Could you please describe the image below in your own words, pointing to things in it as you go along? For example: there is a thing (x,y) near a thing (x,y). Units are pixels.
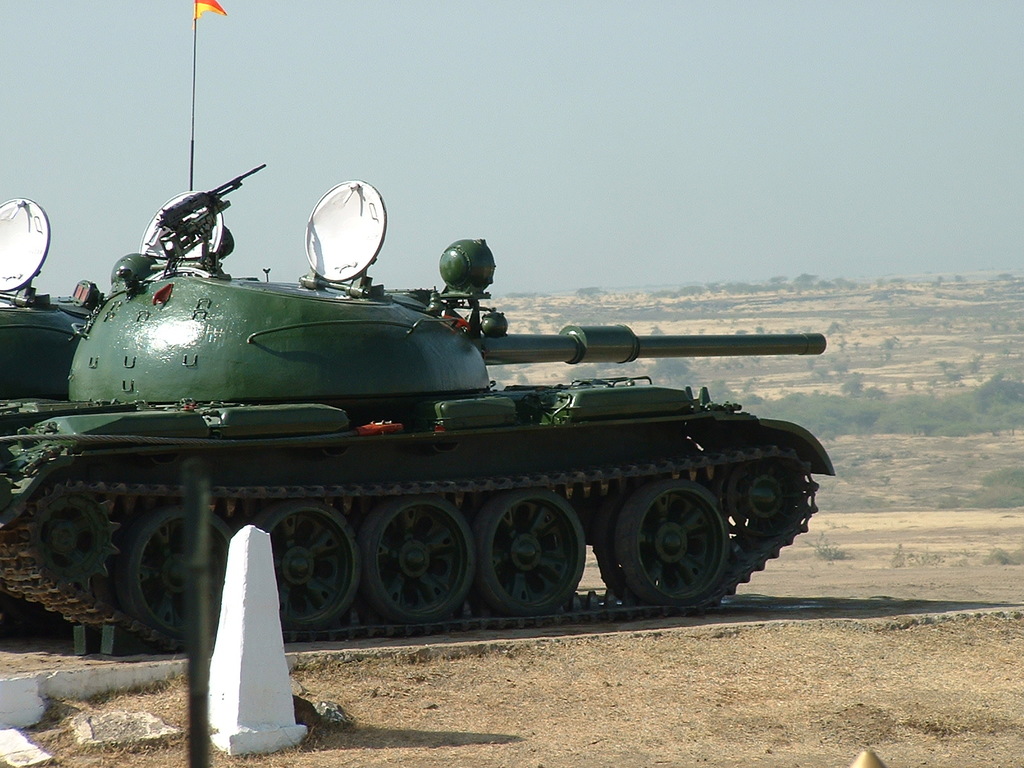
In this image we can see the war tank (500,446) on the path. We can also see the ground (860,532), plants (882,420), soil (967,361) and also the grass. We can also see the sky (644,79) and also a flag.
